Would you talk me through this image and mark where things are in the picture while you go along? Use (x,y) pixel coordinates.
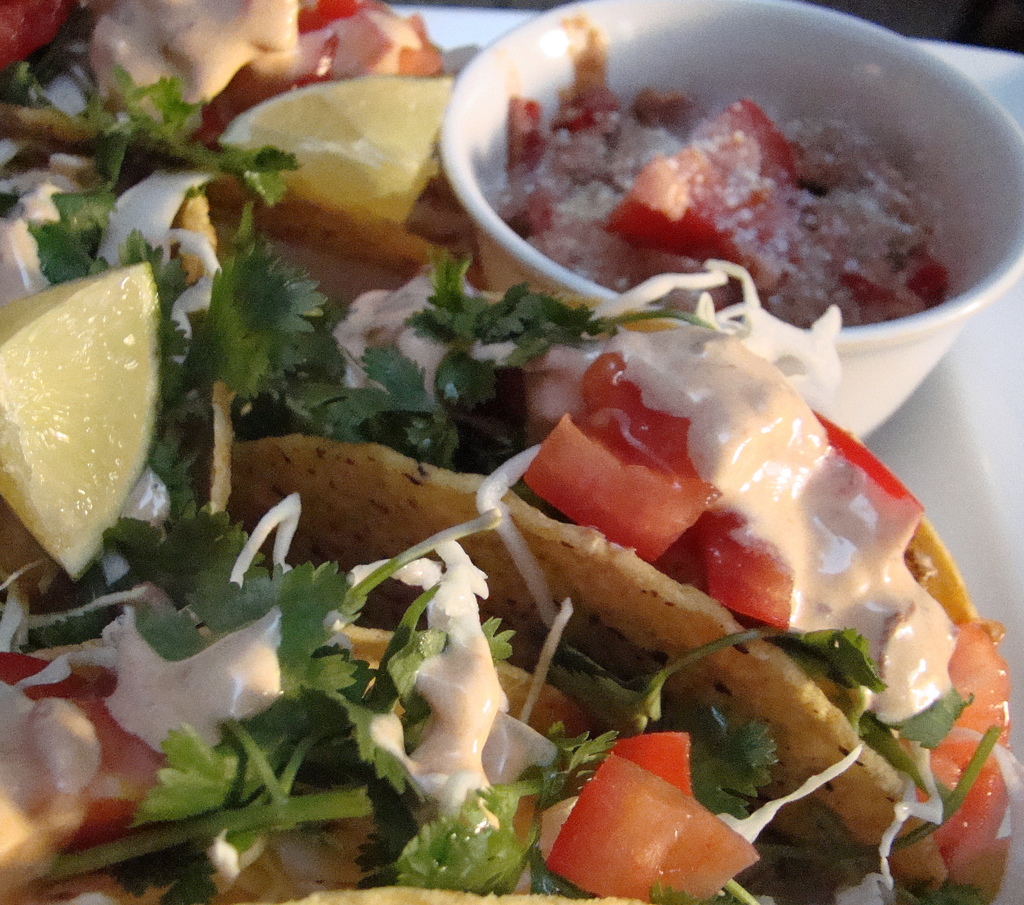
In this image there is one plate (979,546) and in that plate (233,629) there are some food items (494,445), and one bowl (640,236) and in that bowl (634,205) there is some food (667,177).
